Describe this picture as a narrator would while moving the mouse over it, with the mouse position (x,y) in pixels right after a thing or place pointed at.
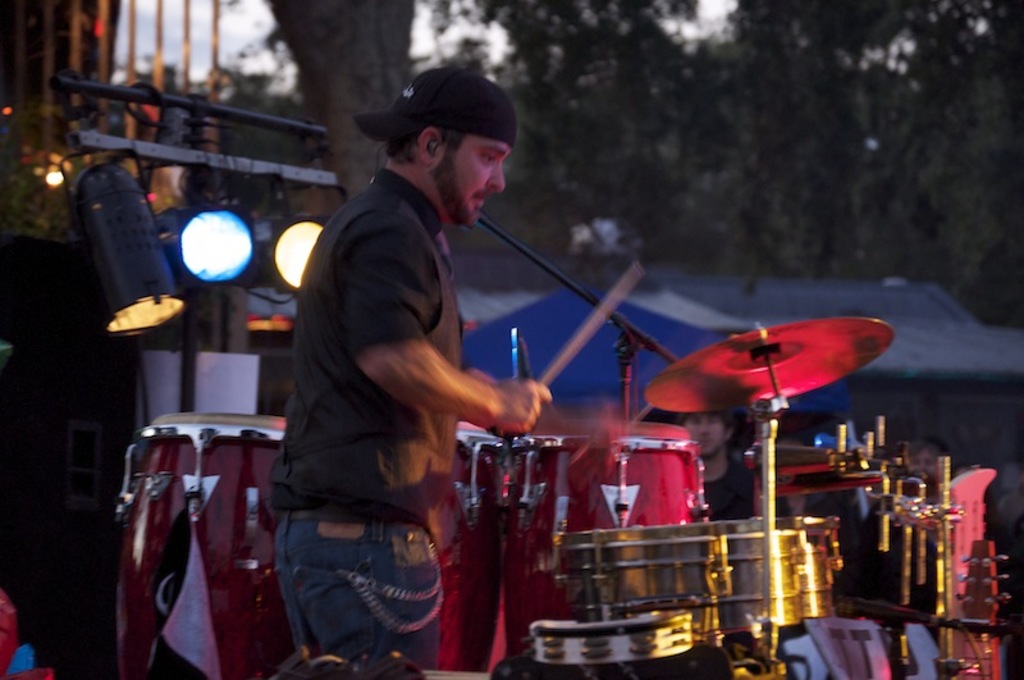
In this picture there is a man (420,332) who is wearing a black shirt (383,326) and a black cap (454,120). He is playing a drum (582,460). There is a light (115,197) at the background (109,213). There is a tree (770,112) at the background (774,139). To the right (720,434) there are few people (733,508) standing.
